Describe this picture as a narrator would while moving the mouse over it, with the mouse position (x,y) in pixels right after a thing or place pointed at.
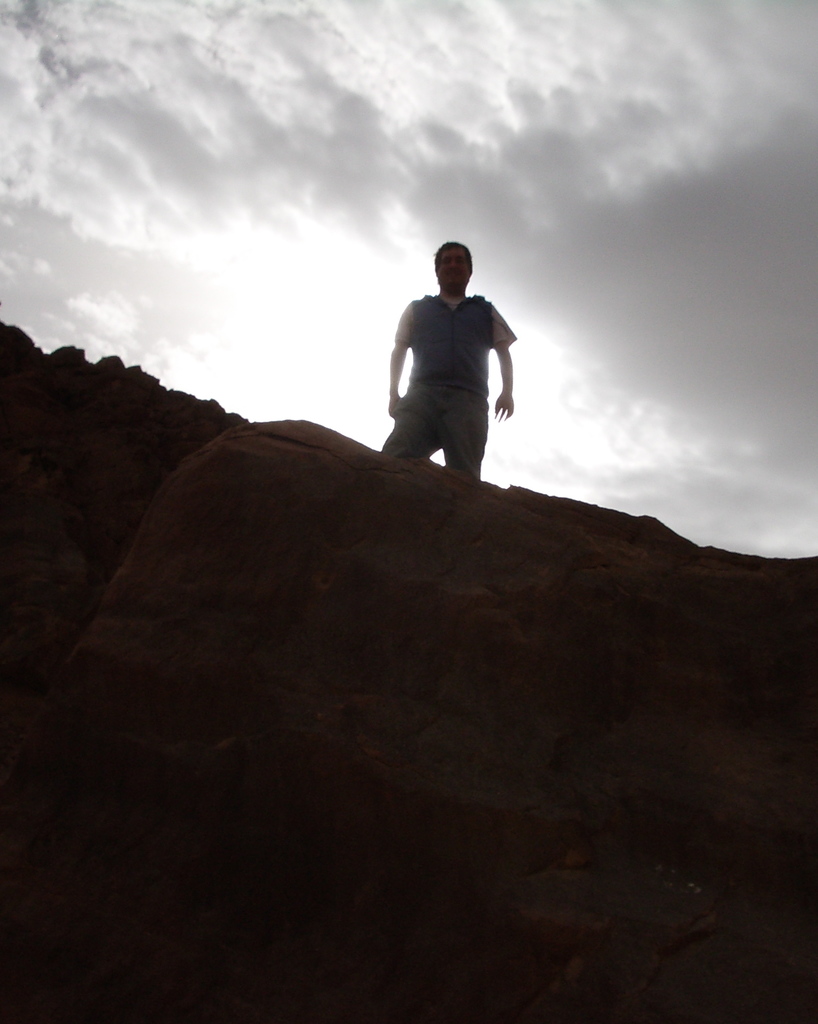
In this image there is the sky (354,165) towards the top of the image (439,230), there are rocks (288,703) towards the bottom of the image (369,753), there is a man (419,307) standing on the rock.
